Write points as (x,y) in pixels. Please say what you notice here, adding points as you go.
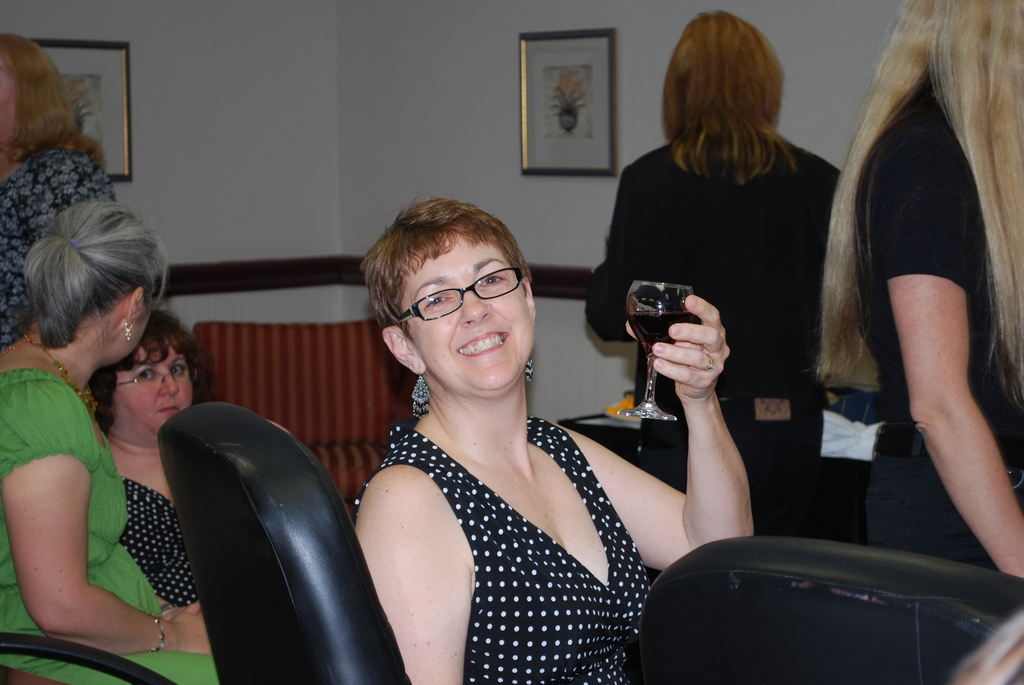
In this image i can see a woman (519,516) sitting holding a glass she is smiling at the back ground (107,496) i can see two women (126,468) sitting three women (43,222) standing and a frame (599,79) attached to a wall (423,69).
